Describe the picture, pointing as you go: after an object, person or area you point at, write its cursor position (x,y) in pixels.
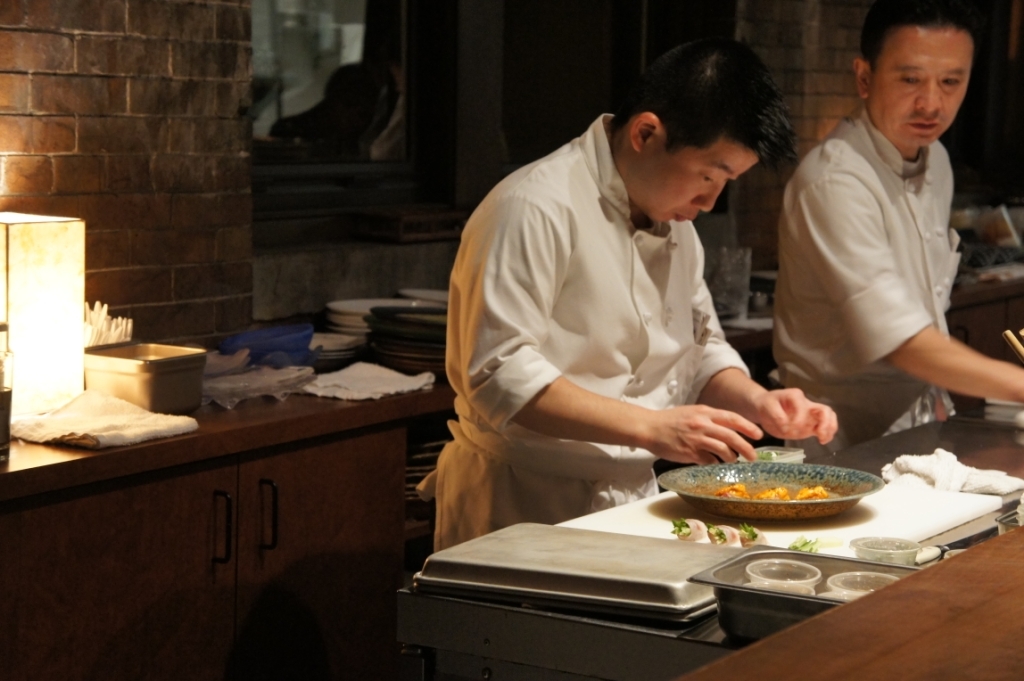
This is an inside view of a kitchen (587,555). On the right side (775,301) I can see two men (678,291) are wearing white color dresses (501,315) and standing in front of the table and looking at the plate (783,478) which is placed on this table (867,511). Along with this plate (769,479) there are some bowls (777,575), glasses (801,575) and a cloth (926,478) are placed. At the back of these people (452,328) there is another table (297,425) on which few plates (370,315), light (41,351), clothes (382,388) and some other objects (262,393) are placed. At the top of the image (337,60) I can see the wall (182,108) along with the window (345,57).
